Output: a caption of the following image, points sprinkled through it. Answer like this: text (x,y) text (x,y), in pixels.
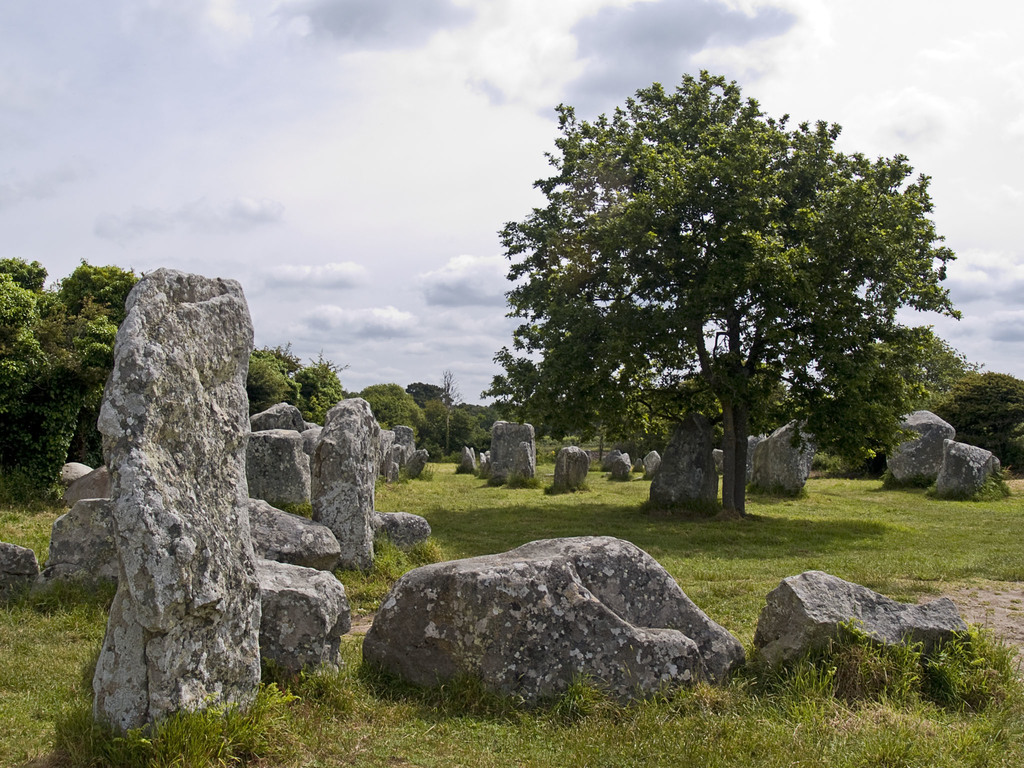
In this image we can see stones (514,591). There are trees (656,339). At the bottom of the image (571,743) there is grass (488,734). At the top of the image (339,86) there is sky (692,43) and clouds (518,61).
